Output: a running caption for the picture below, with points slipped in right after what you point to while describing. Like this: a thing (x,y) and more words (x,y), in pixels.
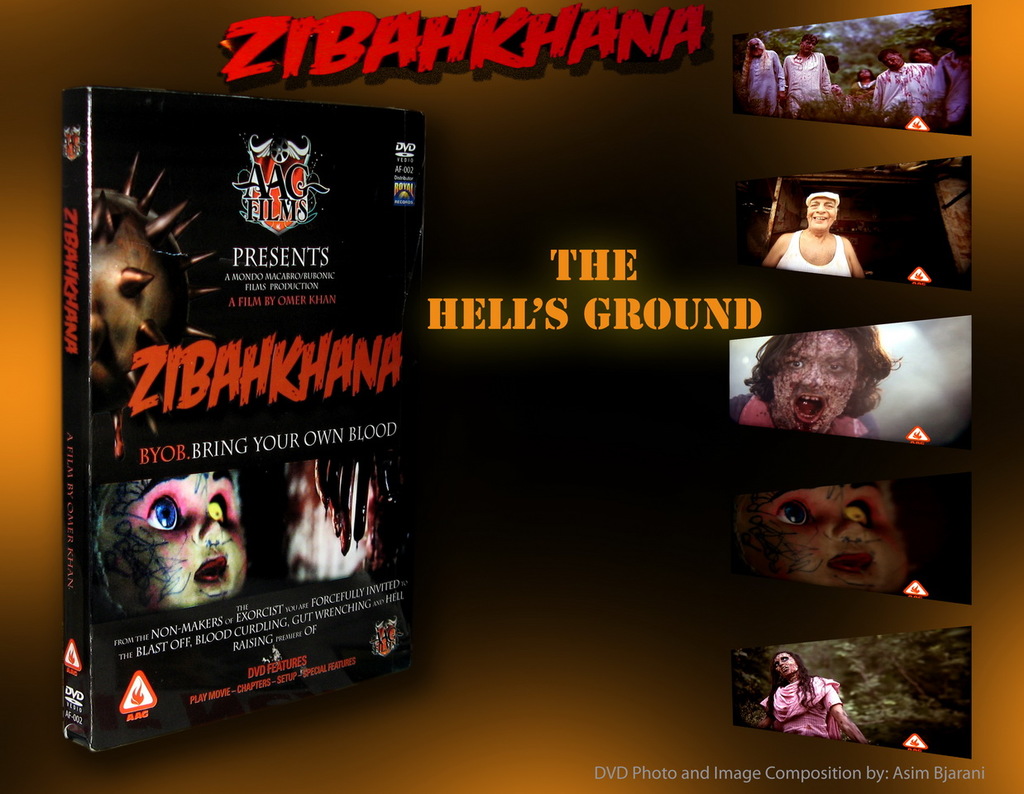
In this image there is a collage, there are persons (796,99), there is text (623,310), there is a Digital Versatile Disc box (312,293), there is a text (226,277) on the box (235,341), the background of the image (519,448) is dark.
